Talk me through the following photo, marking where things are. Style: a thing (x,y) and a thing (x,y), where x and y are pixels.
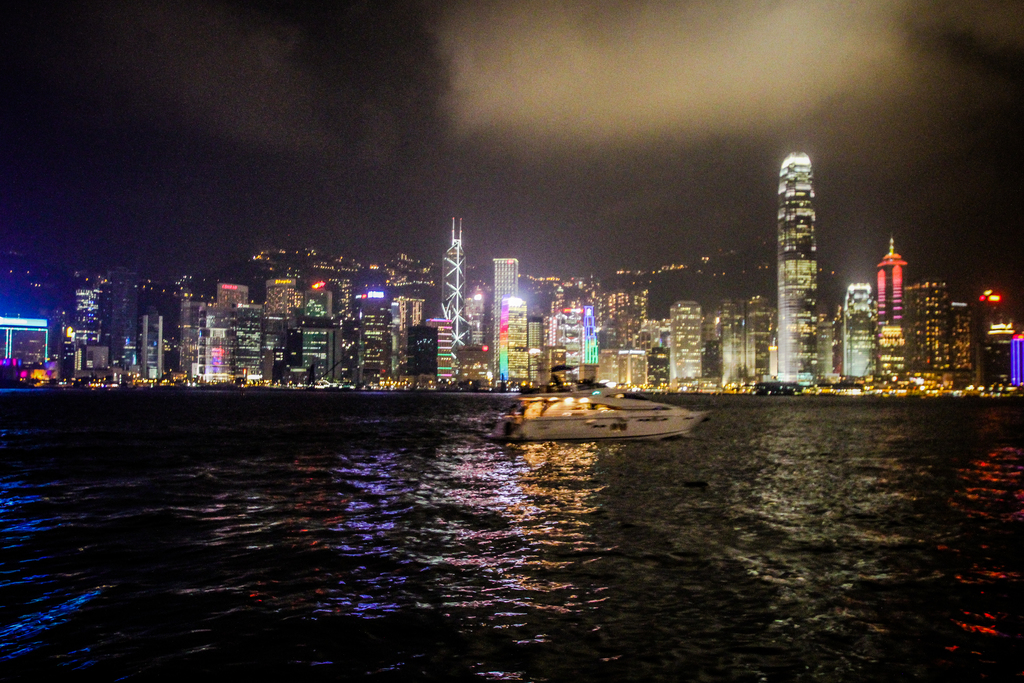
This image is taken in night mode. In the background (608,377) there are many buildings (752,319) with lighting (517,325). At the top (391,101) there is a sky (414,72) with clouds (682,51).
